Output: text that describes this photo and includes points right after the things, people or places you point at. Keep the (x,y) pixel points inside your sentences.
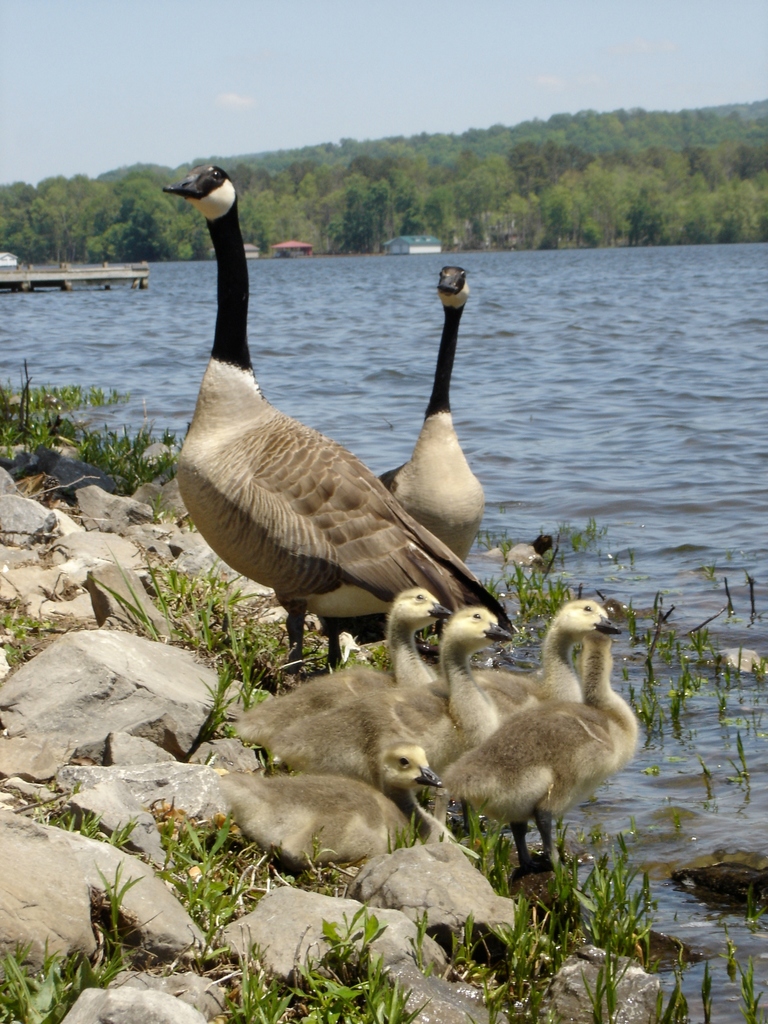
In this picture I can see two geese (384,530) and other birds (522,847) were standing near to the water (568,830). Beside them I can see the grass (682,697) and stones (102,744). In the background (37,211) I can see the shed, trees (293,192) and mountain (364,143). At the top (304,62) I can see the sky (319,35) and clouds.
